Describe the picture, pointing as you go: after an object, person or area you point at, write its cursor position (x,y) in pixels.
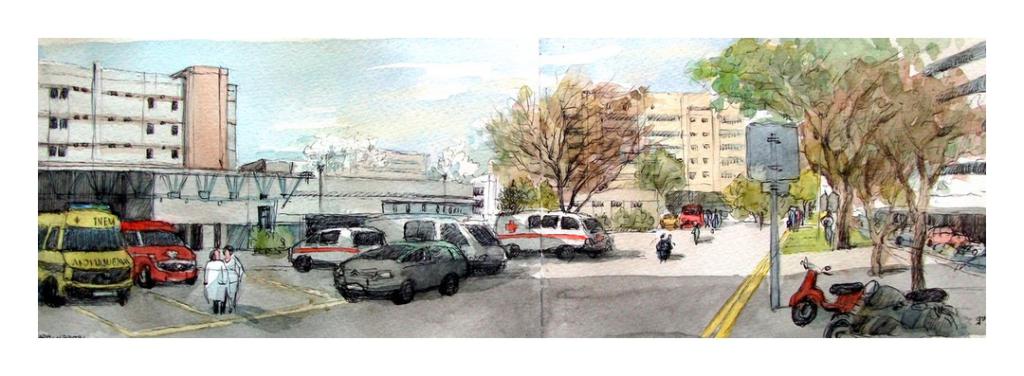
In this image we can see the ambulance vehicles (520,220) on the left side of the road (266,273). Here we can see the motorcycles (894,296) on the side of the road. Here we can see a caution board pole (775,167) on the side of the road (768,227). Here we can see the buildings (243,170) and trees (838,163). Here we can see two persons (214,300) standing on the side of the road (199,284) on the left side (201,282).
